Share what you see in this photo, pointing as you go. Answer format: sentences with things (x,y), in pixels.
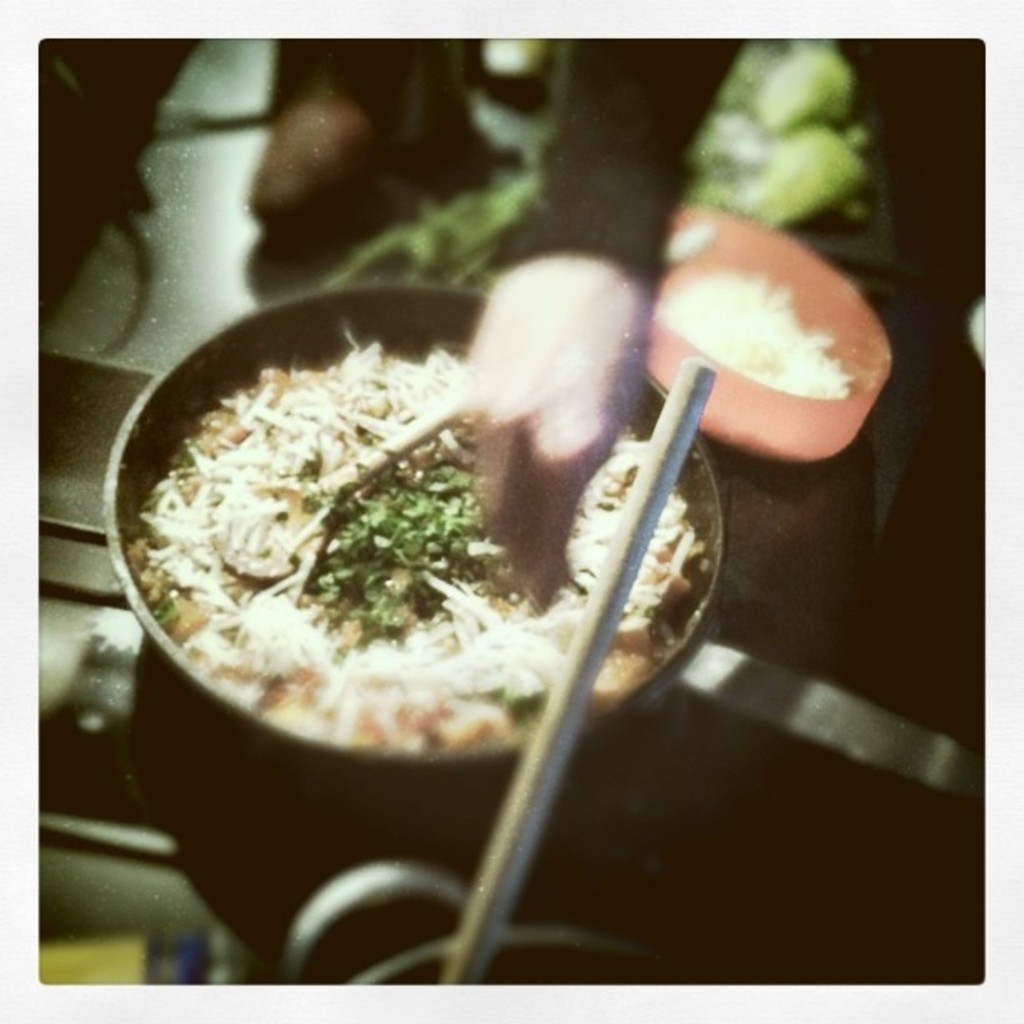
In this image, we can see a person's hand (498,360) and there is a pan (586,618) and a bowl (755,398) with food (450,721) are present.
